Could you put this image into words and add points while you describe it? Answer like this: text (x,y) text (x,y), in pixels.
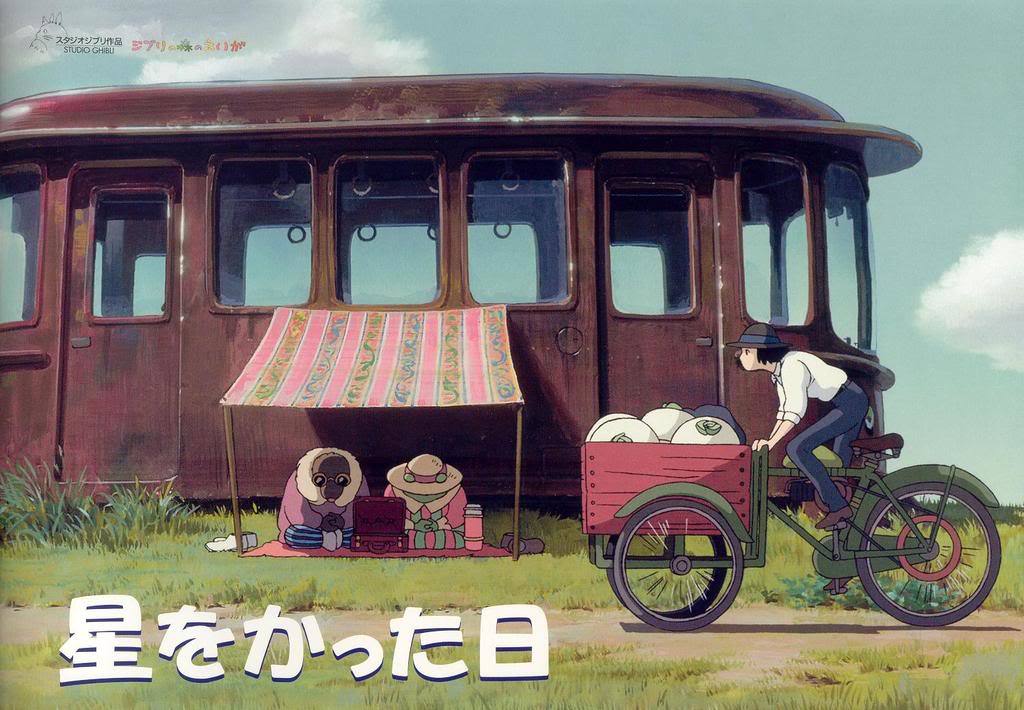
In this animated image, where we can see, grassland (51,571), people (812,368), vehicles (567,391) and the sky (613,67).
